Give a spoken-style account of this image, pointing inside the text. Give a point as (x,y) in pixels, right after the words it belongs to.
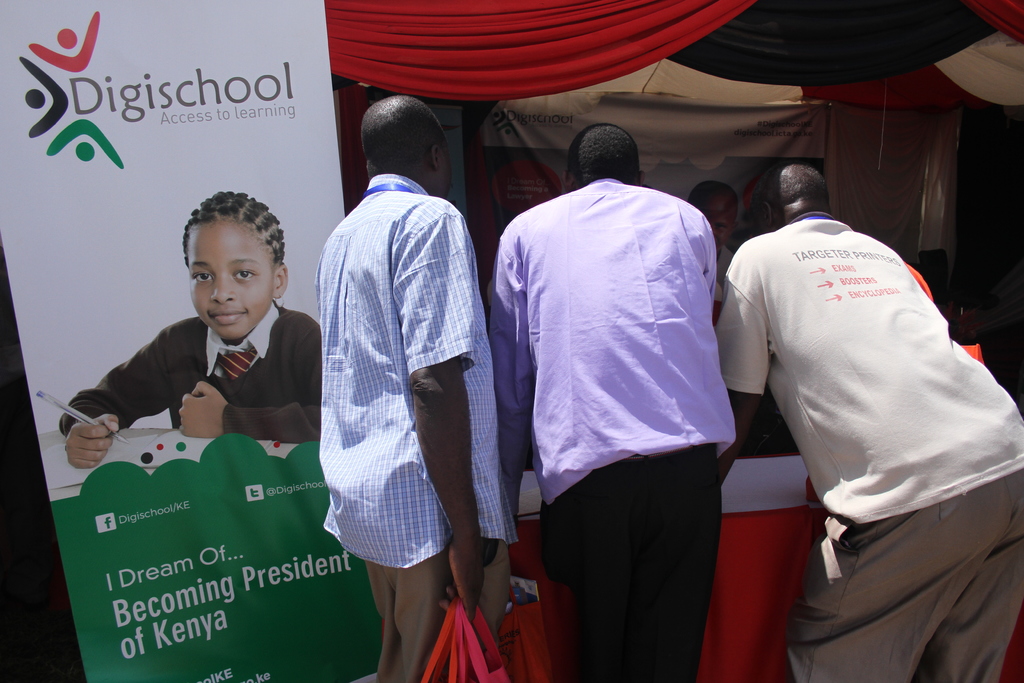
In this image there are three men (667,403) standing, there is a man (436,383) holding an object (442,638), there is a table (770,518) towards the bottom of the image (774,534), there is a cloth (757,547) on the table (754,552), there are clothes (736,62) towards the top of the image (799,28), there is a banner (729,117), there is text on the banner (688,130), there is a board (188,184) towards the left of the image (179,300), there is text (186,591) on the board (209,551), there is a girl (243,371) on the board (261,323), she is holding a pen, there is a book (112,458) on the board (176,455), there is a table (142,432) on the board (99,451).
